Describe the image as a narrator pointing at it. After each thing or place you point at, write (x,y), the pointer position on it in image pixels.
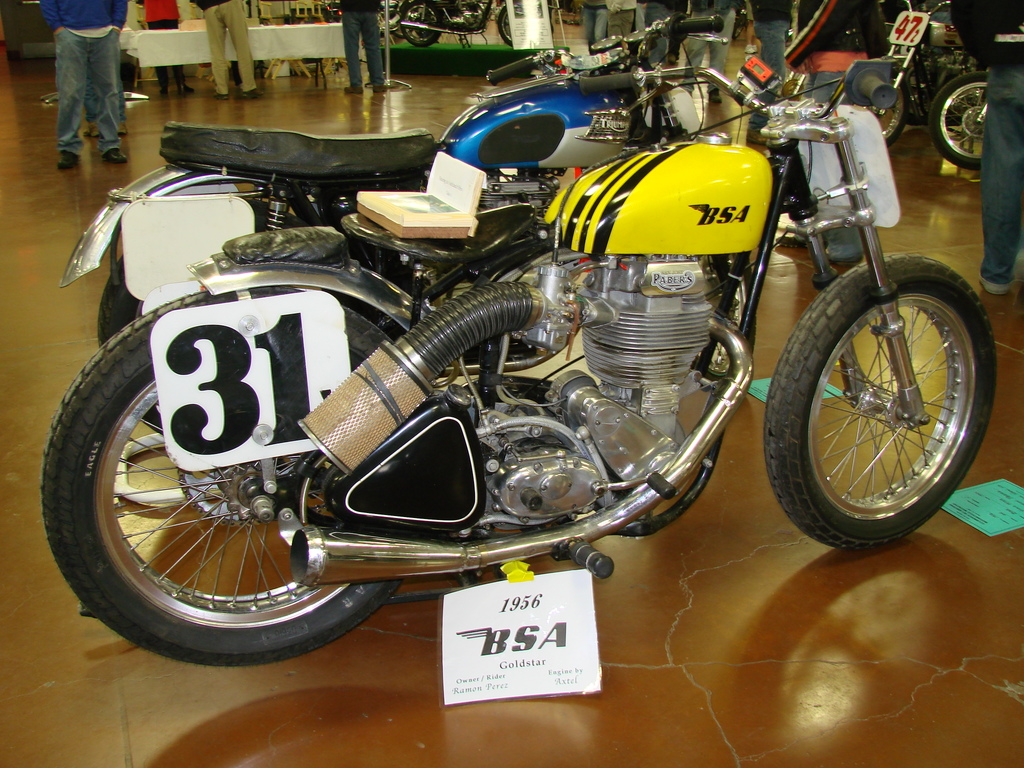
In this picture there are two bikes (441,430) standing on the floor (800,628), beside that i can see the posters (589,655). In the top right (1012,44) there is a man (999,236) who is wearing jacket (1021,32), jeans (1003,221) and shoe (981,287). He is standing near to the bikes (520,250). In the top left (243,48) i can see many peoples (211,14) were standing near to the table (273,46). On the table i can see the cloth (329,26), paper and other object (276,26). Beside that there is a chair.
